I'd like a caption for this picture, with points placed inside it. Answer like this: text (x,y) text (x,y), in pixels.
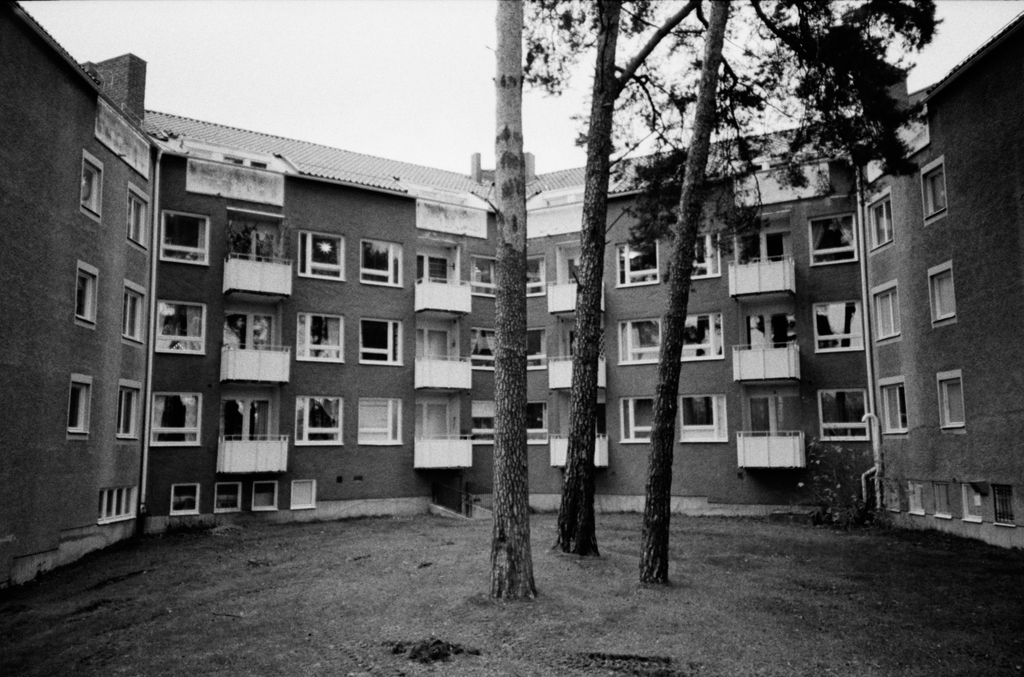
In this image in the middle (513,299) there are three trees (514,369). In the background (436,239) there is a building (569,264).
